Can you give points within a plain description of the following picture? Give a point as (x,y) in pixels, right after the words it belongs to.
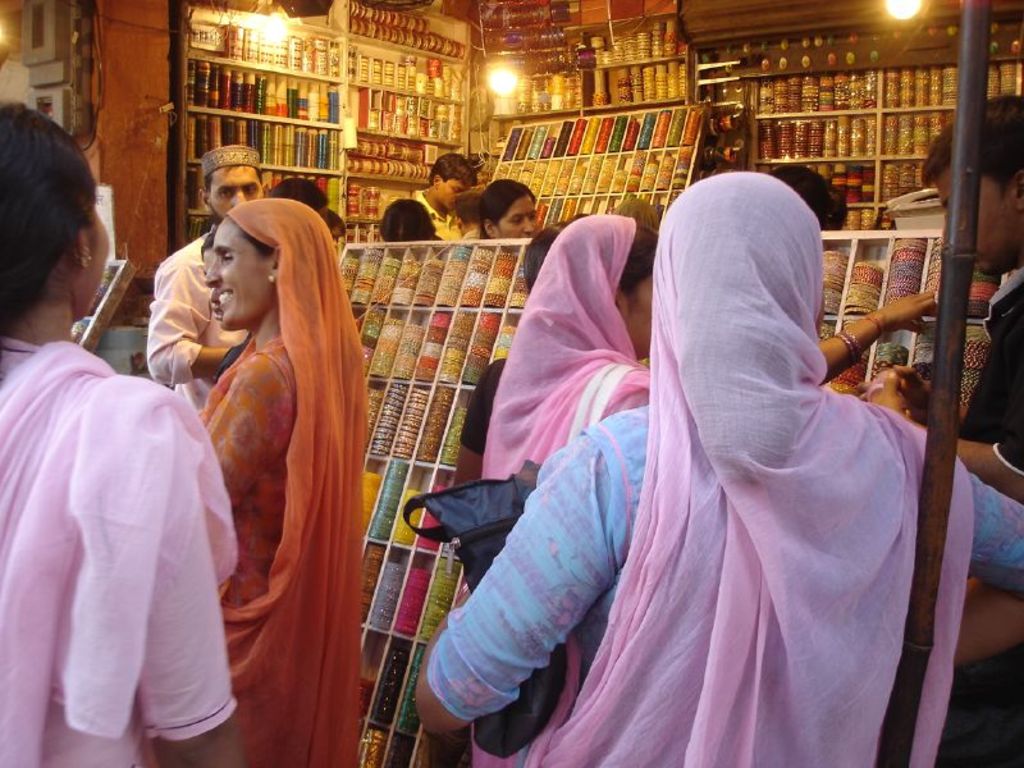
This picture shows a bangle store (657,49) and we see few people (568,273) standing and few lights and we see a woman (598,429) holding a bag (463,537) in her hand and a man (227,171) wore cap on his head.
